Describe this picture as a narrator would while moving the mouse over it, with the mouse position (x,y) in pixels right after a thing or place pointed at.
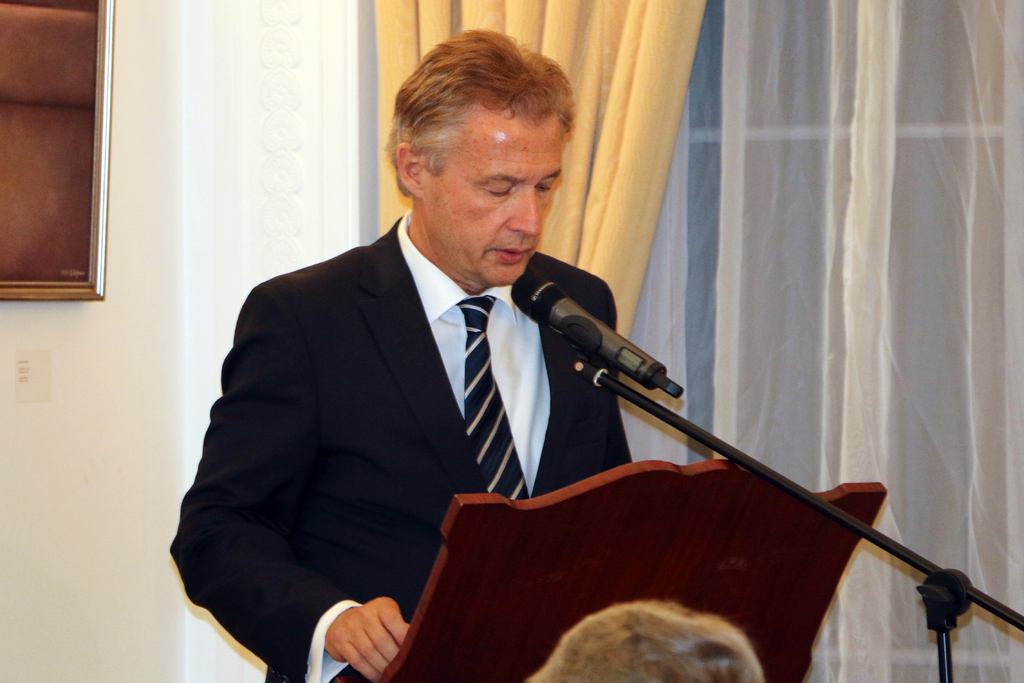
In this image I can see the person (352,487) standing in-front of the podium (641,517) and mic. I can see the person (343,373) wearing the blazer (392,406), shirt (521,354) and tie (476,409). In the background (179,447) I can see the frame (96,251) to the wall (315,125) and the curtains (604,115).
